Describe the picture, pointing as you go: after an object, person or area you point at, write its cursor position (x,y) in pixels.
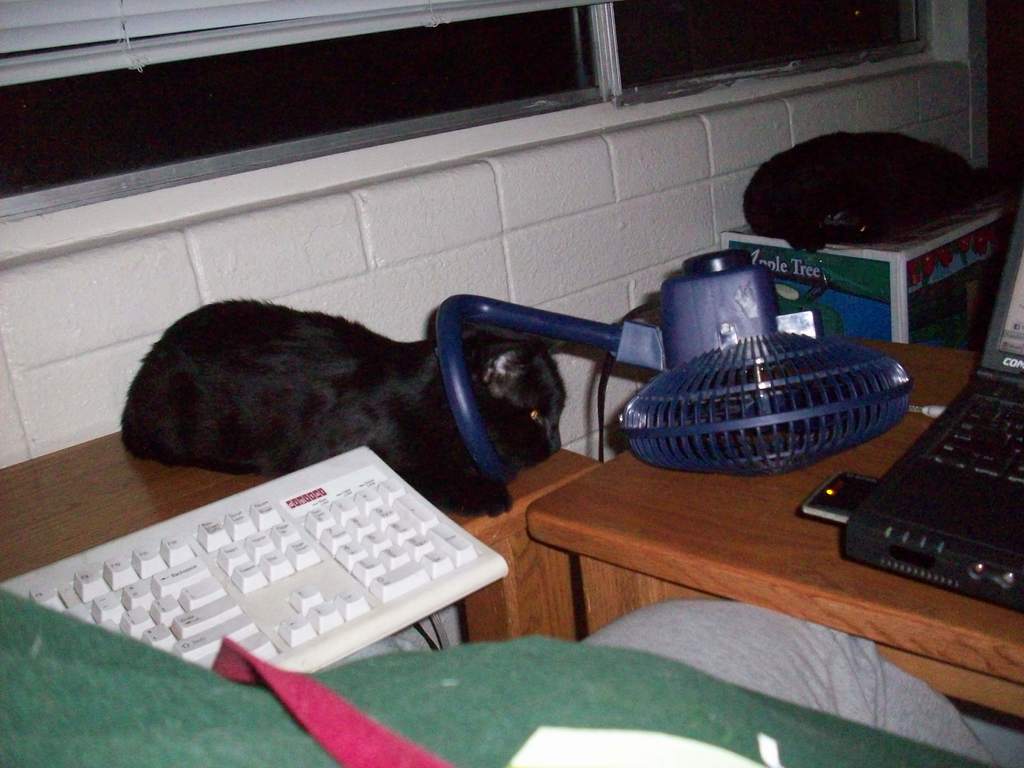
This is the picture inside the room (333,148). There is a keyboard (211,614), fan (791,432), computer (977,425) and box (966,293) on the table (117,528) and there is a black cat (225,300) sitting on the table (169,499).
